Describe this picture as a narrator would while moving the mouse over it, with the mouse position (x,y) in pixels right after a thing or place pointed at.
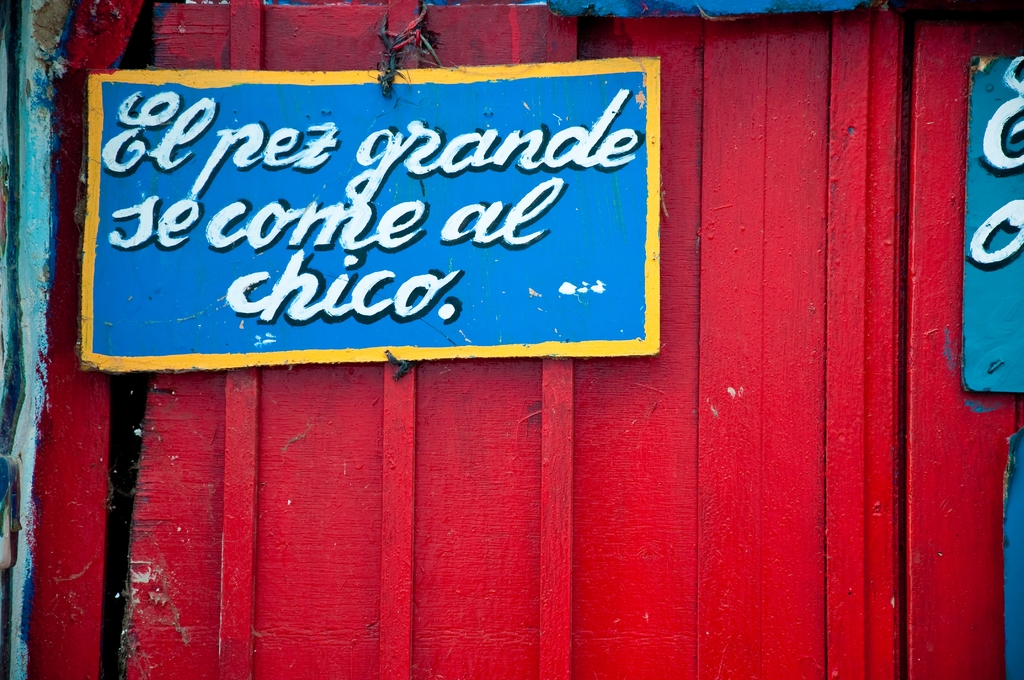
In this image I can see a wooden door (693,533) which is painted with red color and I can see few boards (458,223) which are blue in color and few words (374,179) with white color written on the boards (373,238).
